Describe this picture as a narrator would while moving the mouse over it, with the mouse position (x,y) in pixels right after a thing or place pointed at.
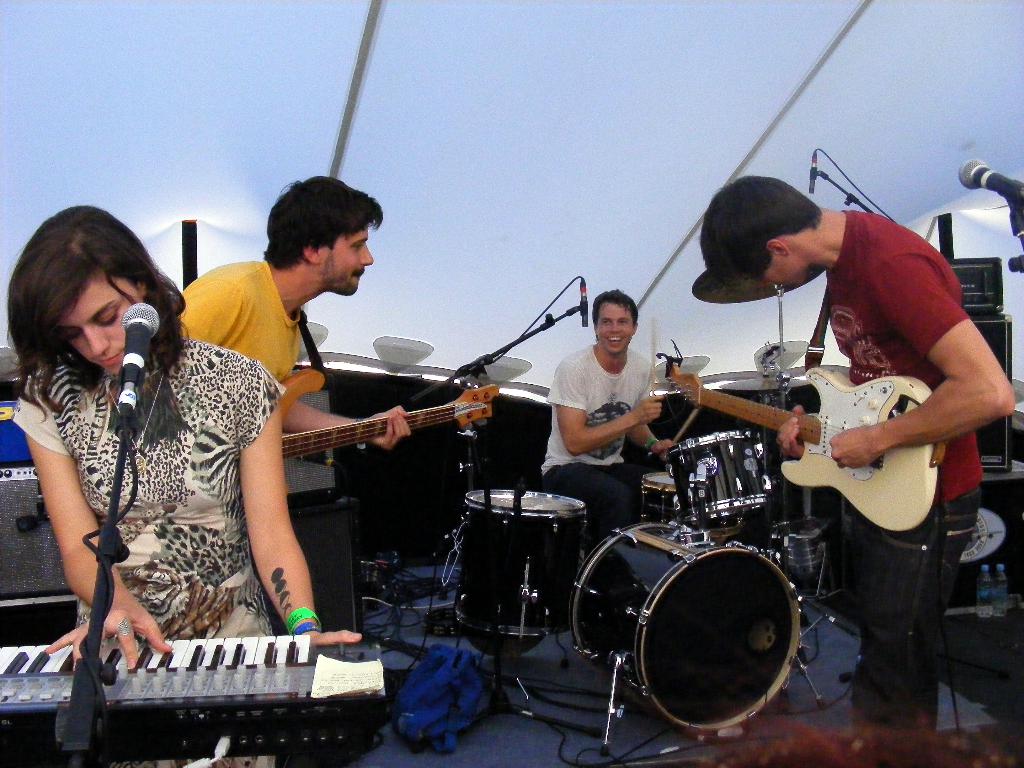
All the people (211,422) in the picture are playing musical instruments (769,378), among them two (892,348) are playing a guitar (865,404), a guy (636,382) is playing drums (720,455) and a lady (245,536) is playing a piano (234,642).
